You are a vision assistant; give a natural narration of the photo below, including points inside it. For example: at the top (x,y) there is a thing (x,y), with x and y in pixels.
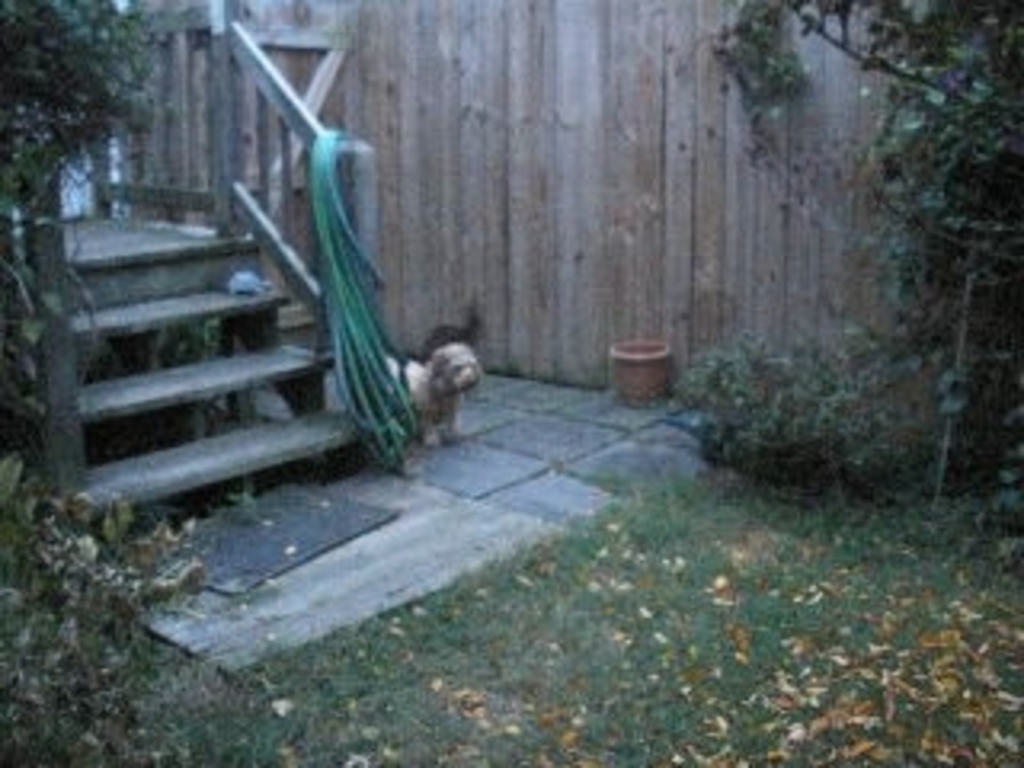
In this image we can see a dog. There is a grassy land (847,682) in the image. There is a wooden wall (379,299), A water pipe (365,349) and A plant pot (645,369) in the image. There are wooden staircases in the image. There are many dry leaves (778,683) on the grassy land (861,671).
